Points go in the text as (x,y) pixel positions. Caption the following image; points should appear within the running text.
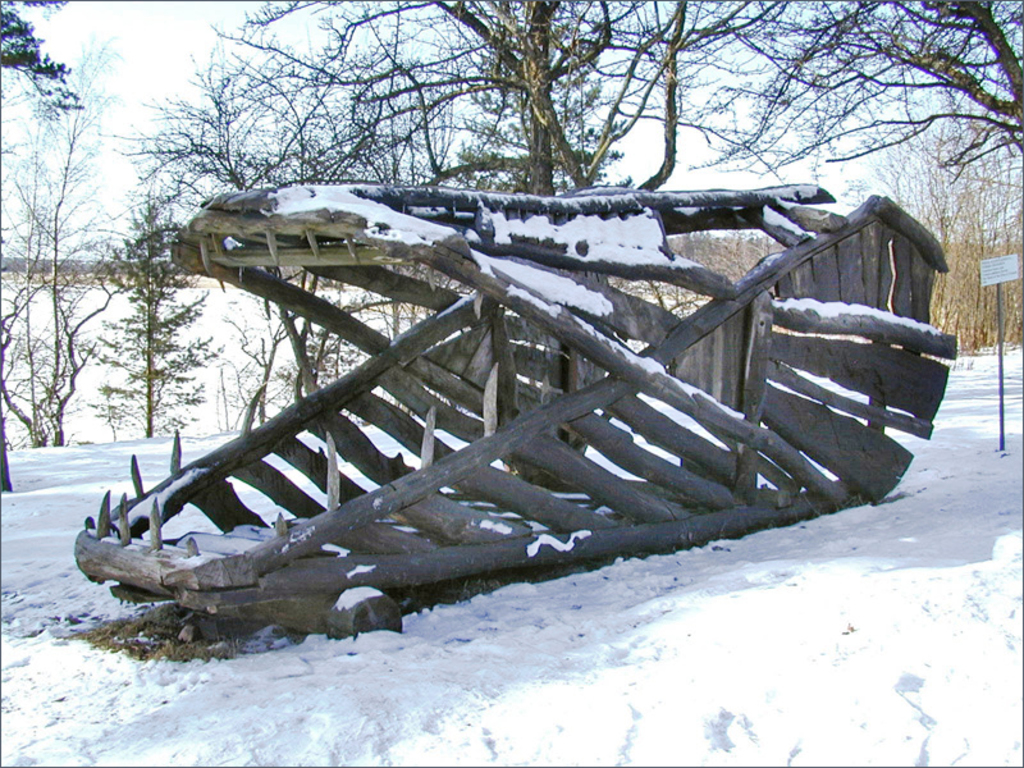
In this picture I can see the snow (596,683) at the bottom (708,701), in the middle (659,501) it looks like a wooden frame (424,409). In the background (216,85) there are trees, at the top (188,52) there is the sky (204,52).
